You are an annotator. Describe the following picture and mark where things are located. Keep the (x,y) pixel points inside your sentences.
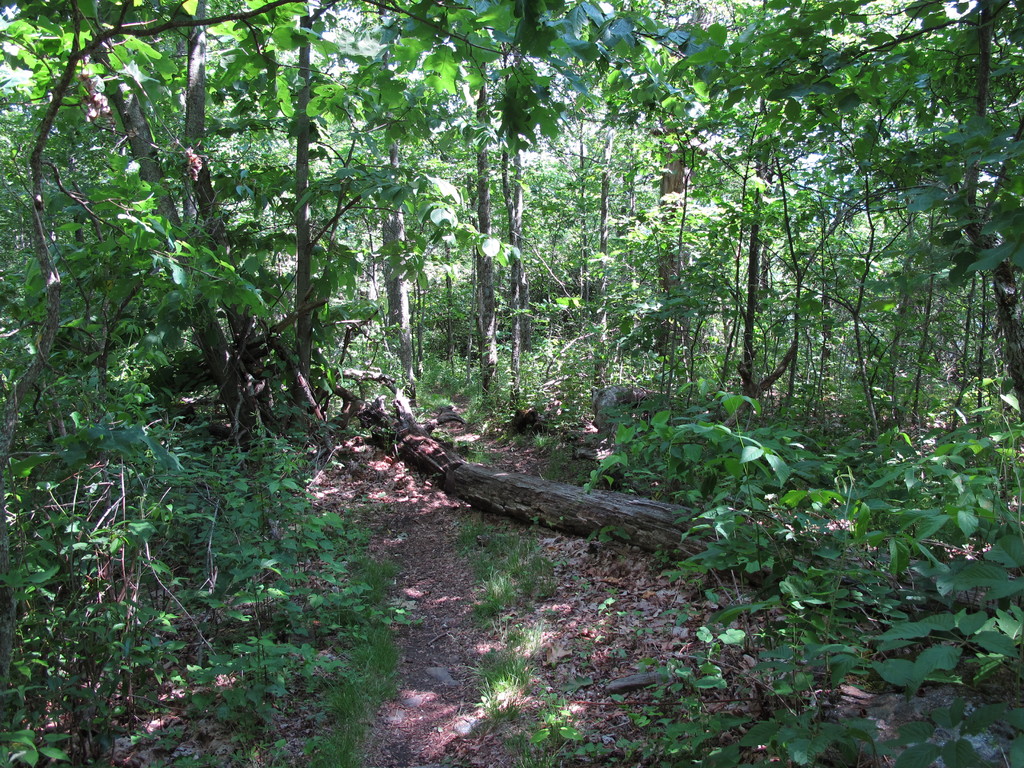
In this image we can see few trees (254,236), plants (792,499) and a tree trunk (597,499) on the ground (484,583).
